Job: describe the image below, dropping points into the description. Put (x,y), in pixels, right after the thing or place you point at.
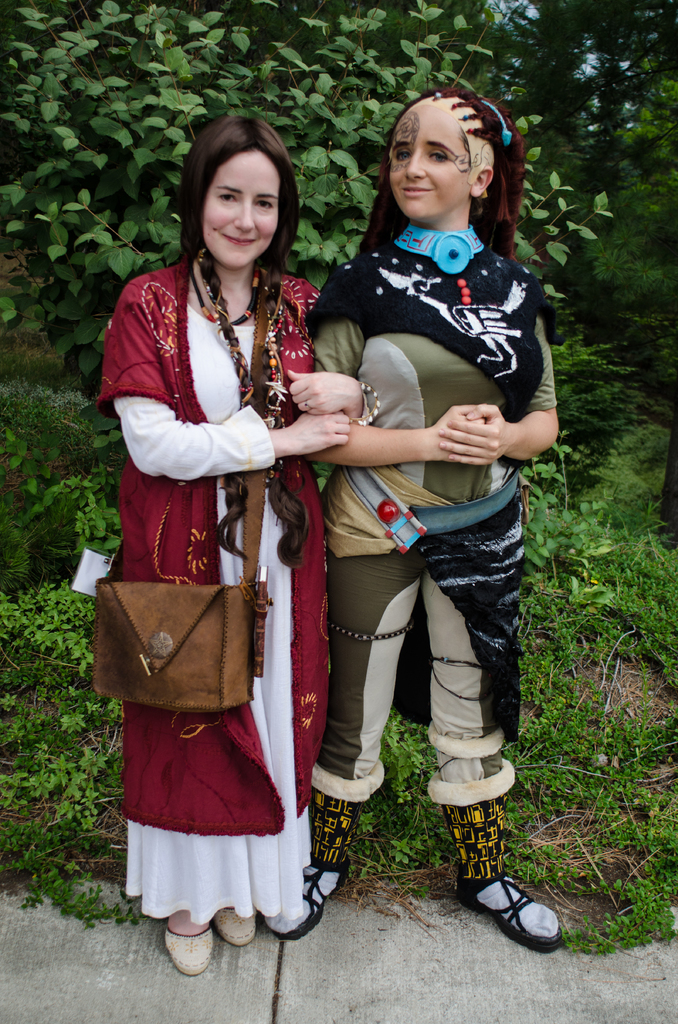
This image consists of plants (311,268) on the top (69,63). There are two persons (343,375) standing, both of them are women (350,517). Right side (463,310) one is wearing green and black dress (492,385). Left side (210,695) one is wearing white and maroon dress (189,528), she is holding a bag (148,681).
